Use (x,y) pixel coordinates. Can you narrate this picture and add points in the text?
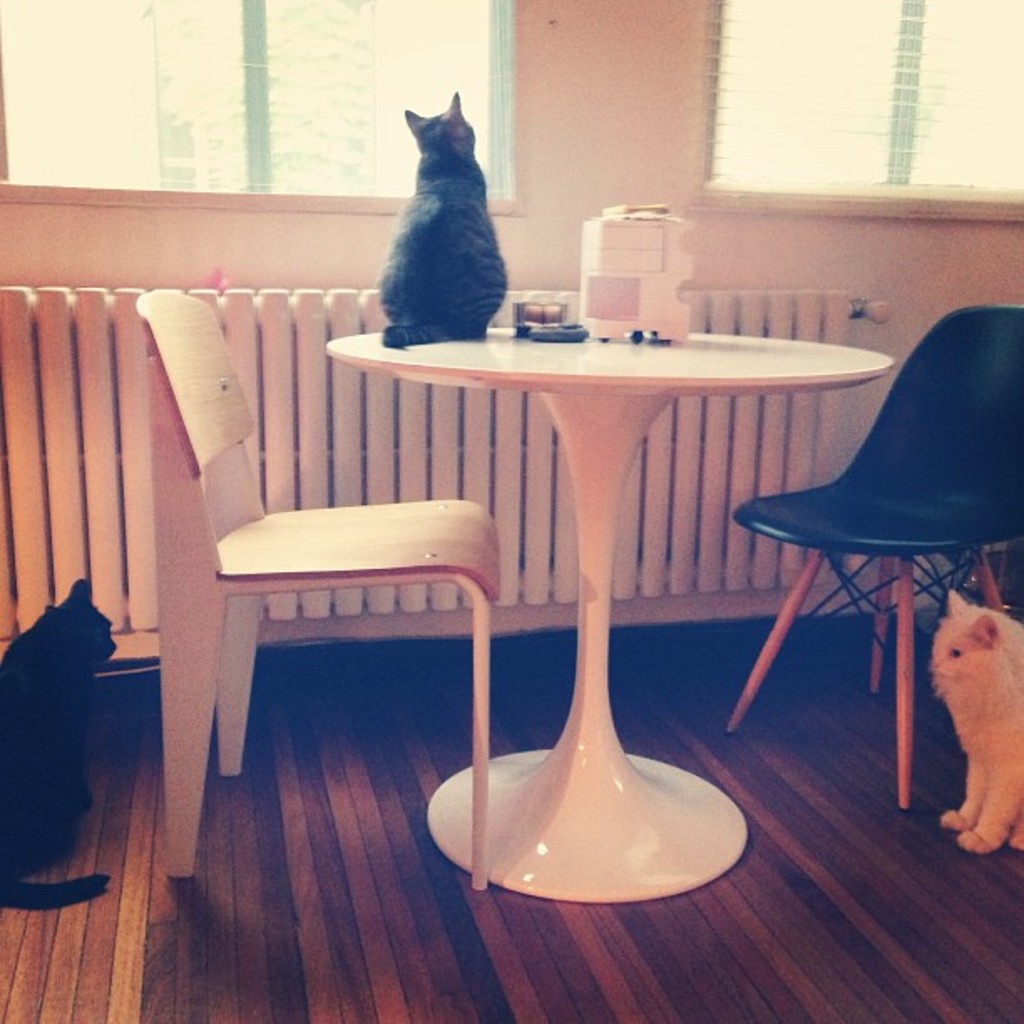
This is the picture of a room (389,522) where we have three cats (14,734) one on the table (569,437) and other on the floor (296,655) and there is a black chair (927,591) and a white chair (176,349) around the table (562,885).
